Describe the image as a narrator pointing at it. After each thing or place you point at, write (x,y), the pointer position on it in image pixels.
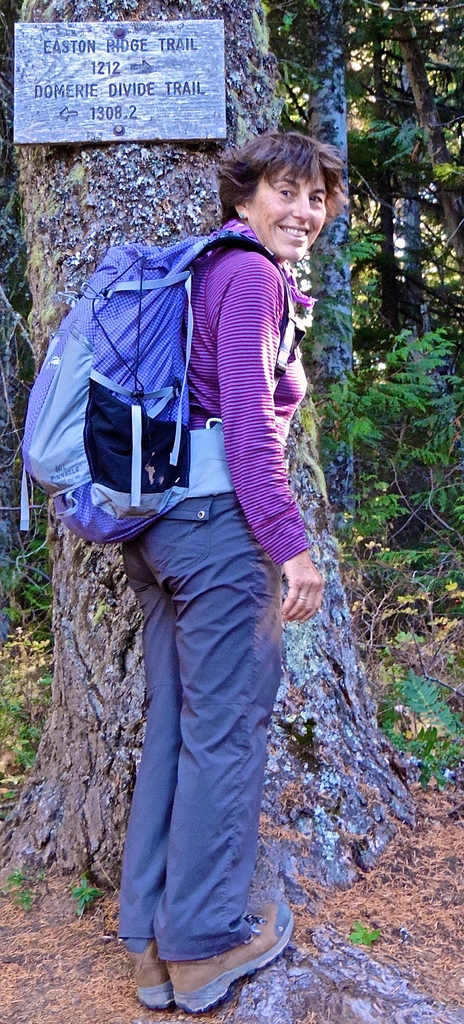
In this picture we can see wearing a full length hand sleeves t shirt (265,410). She is wearing a backpack (165,338) and she is smiling. She is standing beside to the branch (172,199). We can see a board (143,56) on a branch (145,1). These are trees (364,227).
